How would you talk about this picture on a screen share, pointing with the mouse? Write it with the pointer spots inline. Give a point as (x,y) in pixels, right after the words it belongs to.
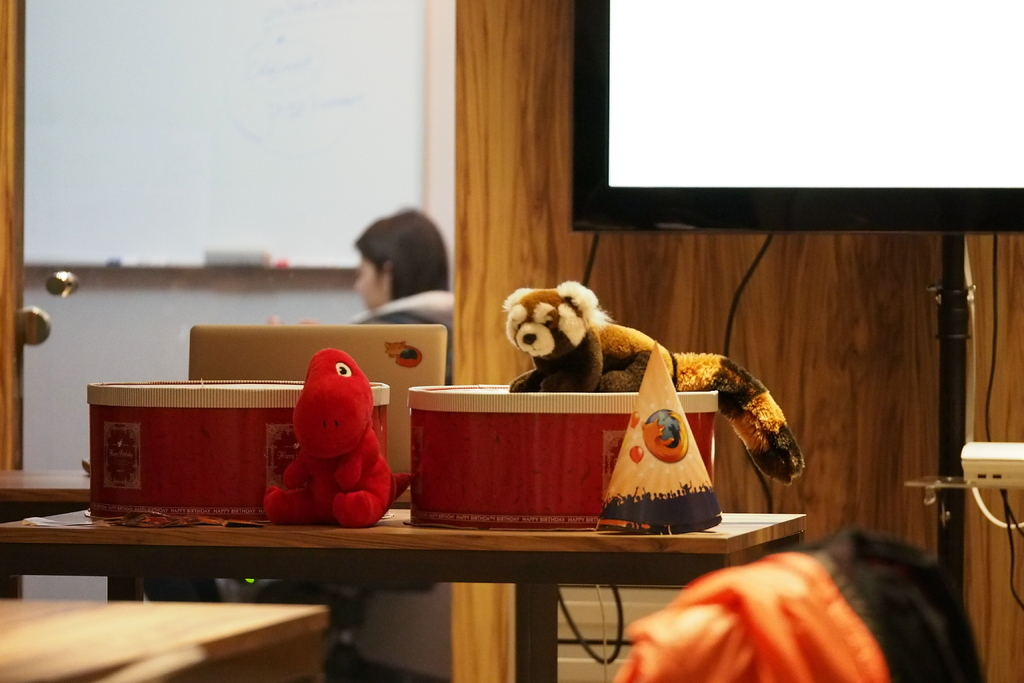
This picture is clicked inside the room. In the middle of the picture (359,427), we see a table (375,537) on which boxes (486,466), red color doll (350,478) and animal toy (586,369) are placed on the box (627,410). we even see the triangle cap (666,500) which is placed on the table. Behind that, we see chair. Behind the chair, we see a wall (506,147) on which television (842,50) is fitted on it. Behind the wall (476,235), we see person (402,291) sitting on chair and behind the person (406,270), we see a white board (232,174).
